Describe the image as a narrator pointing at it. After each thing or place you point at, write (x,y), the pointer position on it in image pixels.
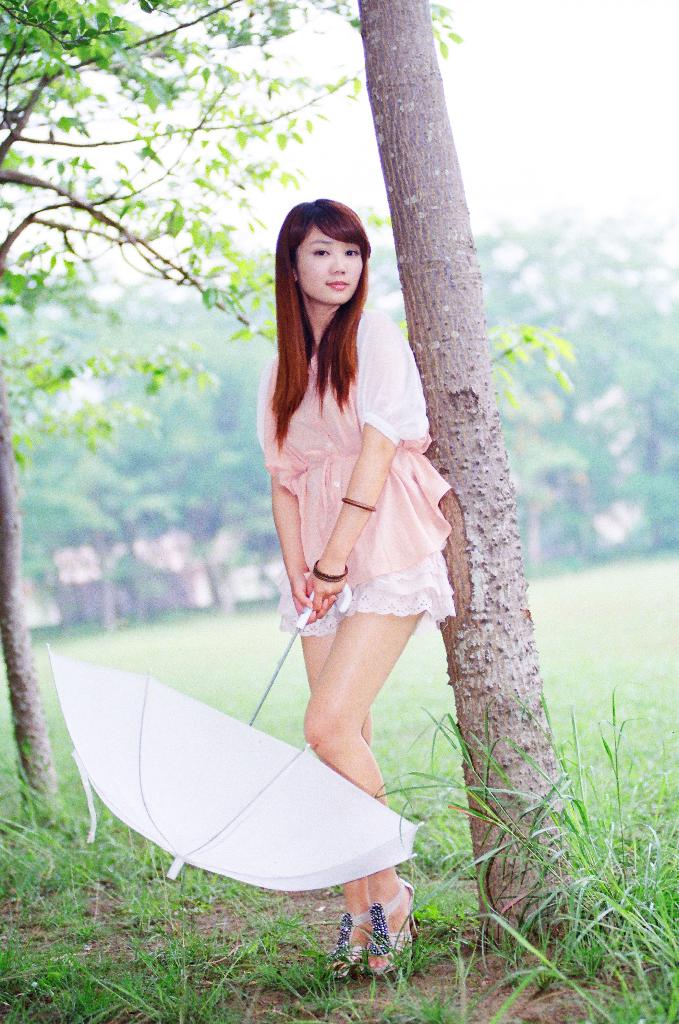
In this image we can see a person (364,582) standing and holding an object (130,757). There are many trees (88,378). There is a grassy land (581,638) in the image. There is a blur background (659,356) in the image.
